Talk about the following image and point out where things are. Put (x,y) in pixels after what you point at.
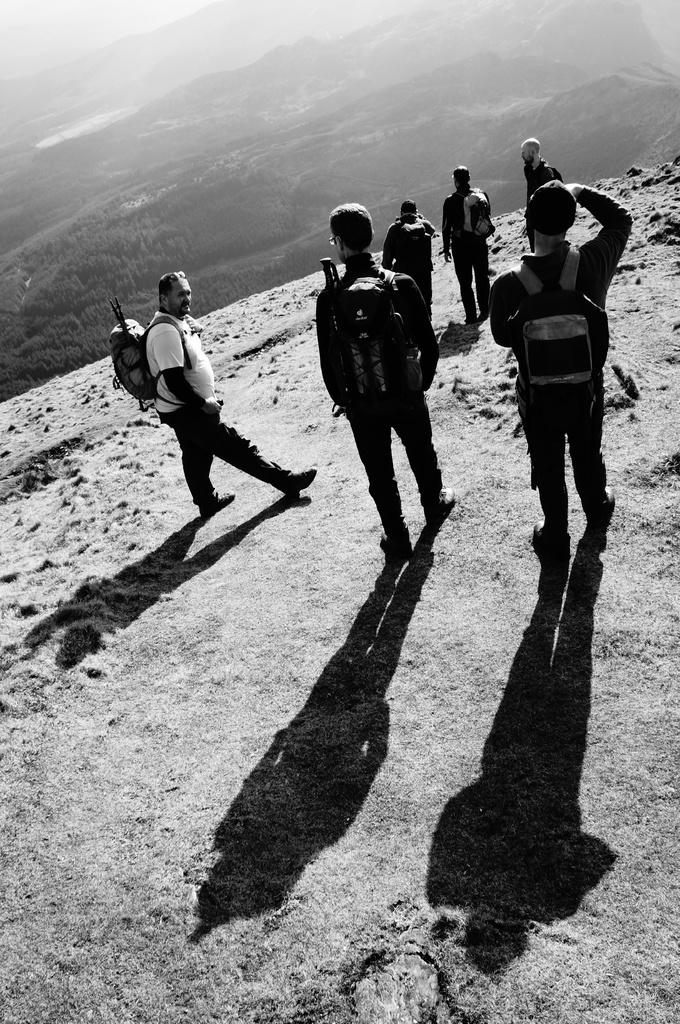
In this picture we can see some people (382,410) carrying bags (389,282) and standing on the ground (159,648) and in the background (485,63) we can see mountains (221,90), trees (94,243).
